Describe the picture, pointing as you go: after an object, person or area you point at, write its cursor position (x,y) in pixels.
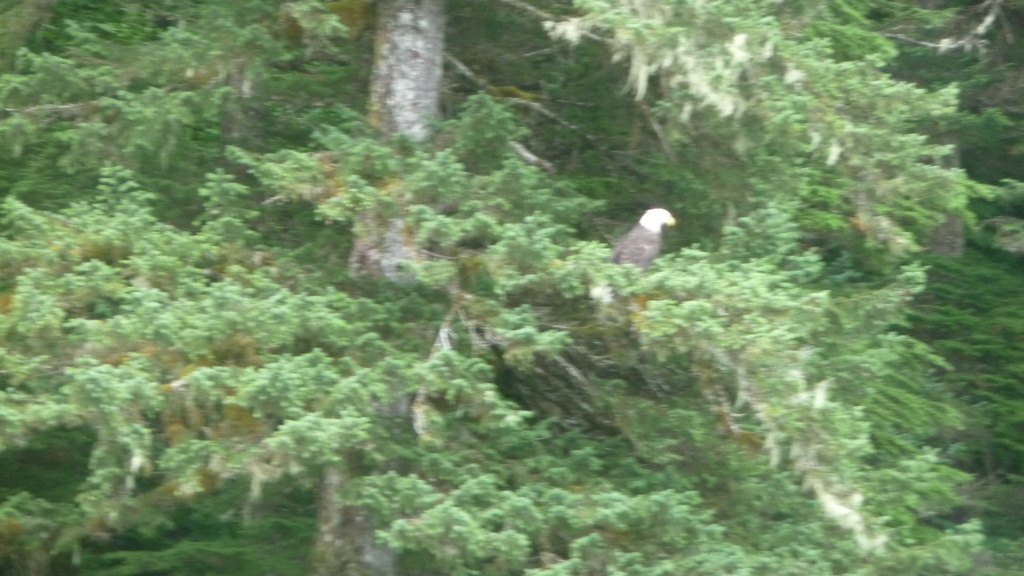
In this picture we can see a bird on a tree (482,329).
